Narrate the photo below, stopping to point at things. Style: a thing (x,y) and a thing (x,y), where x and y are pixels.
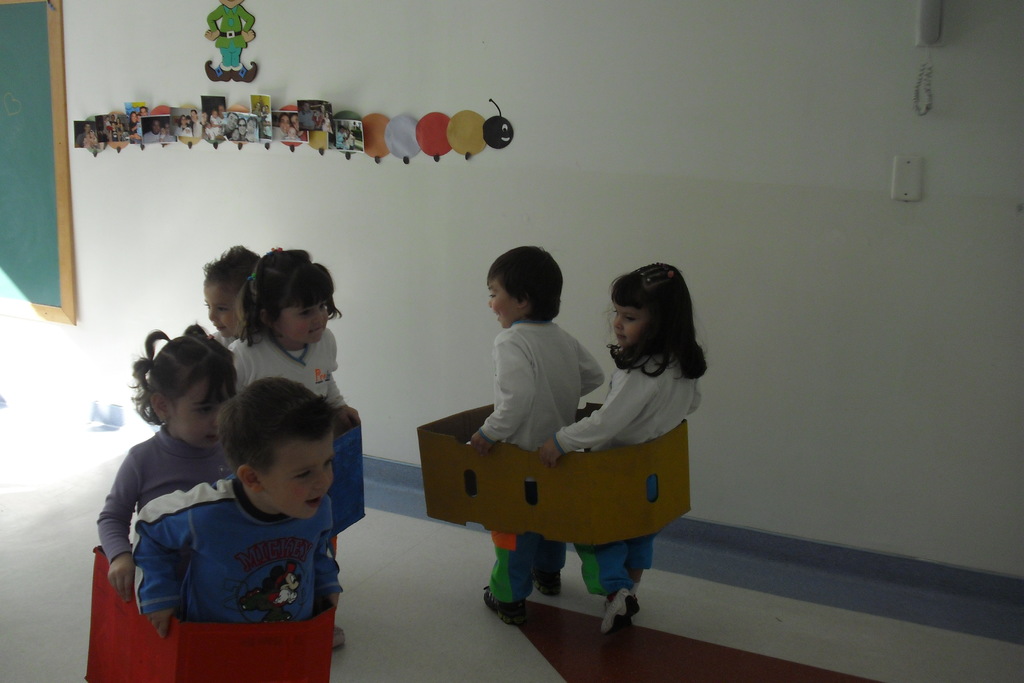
In this image there are a few kids (226,499) walking by holding a cardboard box (471,467) around them, in the background of the image (287,128) there is a board (70,231) and some photographs (196,129), colourful circles (409,146) and some dolls (242,73) on the wall (707,178) and there is a telephone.
